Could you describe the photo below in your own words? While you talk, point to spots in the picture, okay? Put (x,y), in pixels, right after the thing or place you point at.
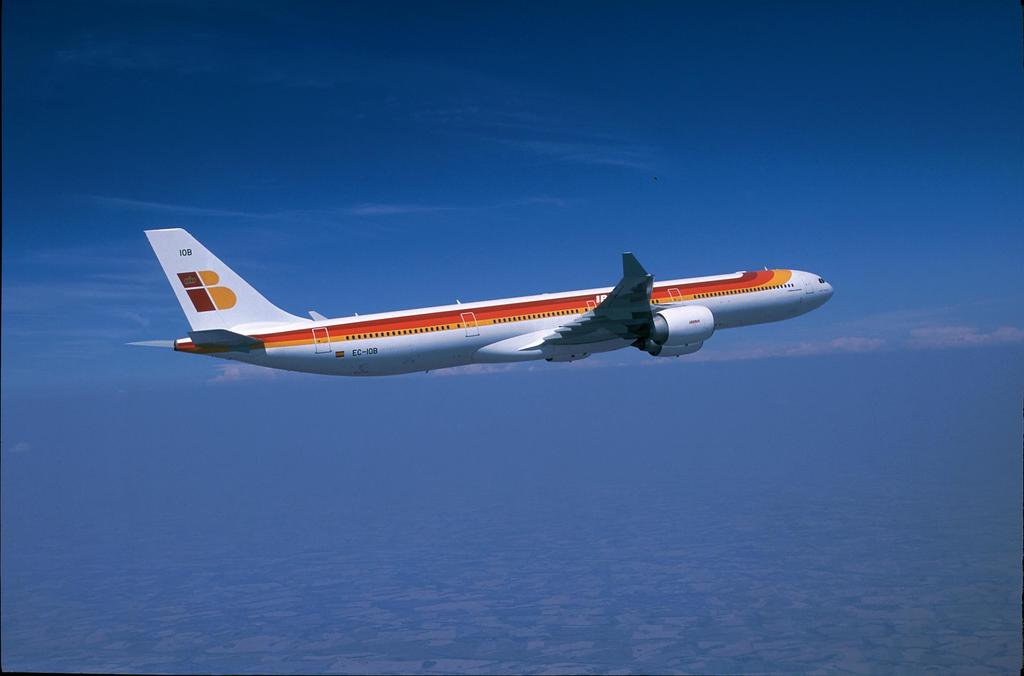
This image consists of a plane (143,346) which is in white and red color. The plane (446,354) is in the sky (156,357). In the background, there are clouds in the sky (617,132).
